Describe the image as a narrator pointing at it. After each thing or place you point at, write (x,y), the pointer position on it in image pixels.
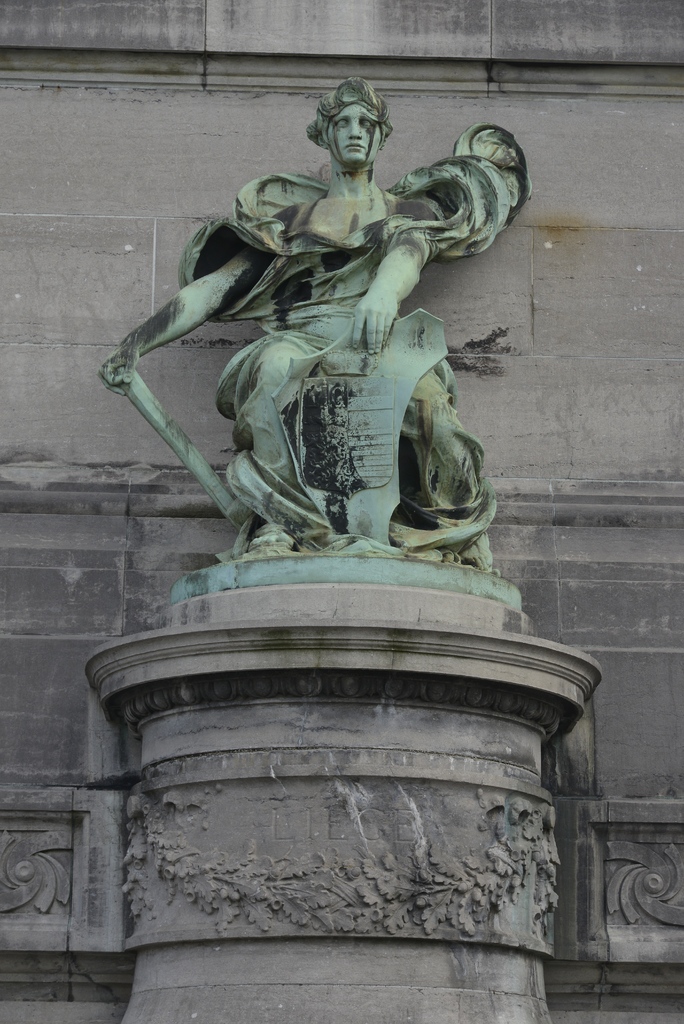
In this picture we can see a statue (319,277) on a pillar (263,832) and behind the statue (322,362) there's a wall (28,471).
